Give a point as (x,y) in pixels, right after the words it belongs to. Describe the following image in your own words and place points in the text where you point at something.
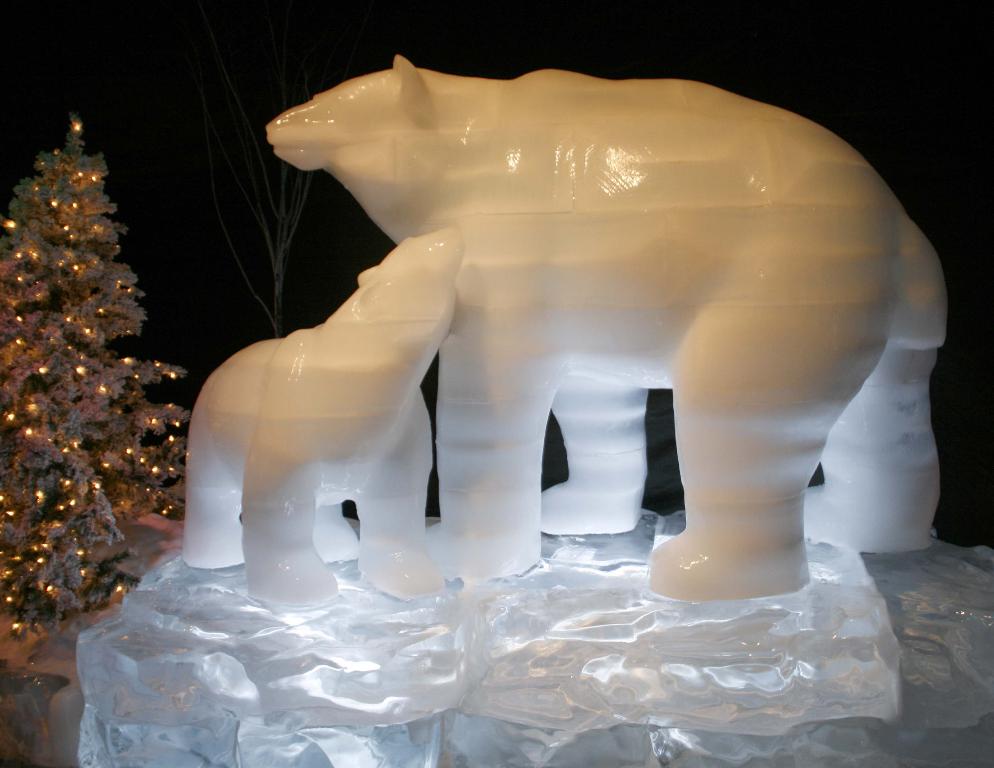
In this picture, we see the sculpture (573,364) of the polar bear (354,319). On the left side (84,358), we see the Christmas tree (81,403) which is decorated with the lights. In the background (675,57), it is black in color and this picture might be clicked in the dark.
